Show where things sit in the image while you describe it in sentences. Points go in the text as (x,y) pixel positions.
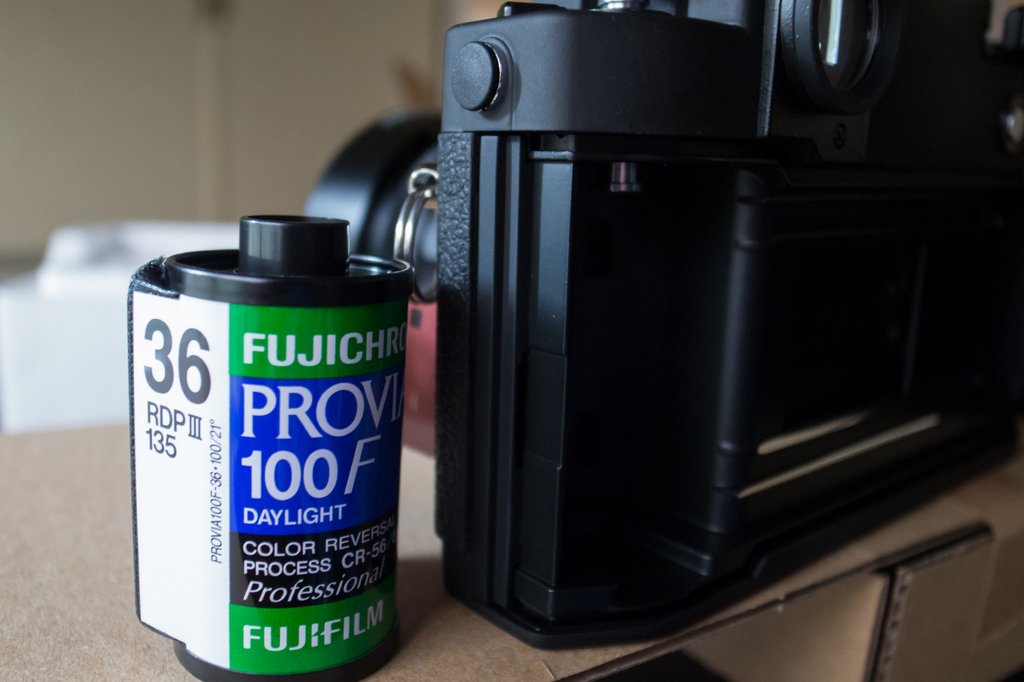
On the right side of this image (816,313) there is a black color device (779,182) which seems to be a camera (625,387) and it is placed on a table (903,616). Beside this there is another object (239,336) on which there is some text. The background (59,258) is blurred.
